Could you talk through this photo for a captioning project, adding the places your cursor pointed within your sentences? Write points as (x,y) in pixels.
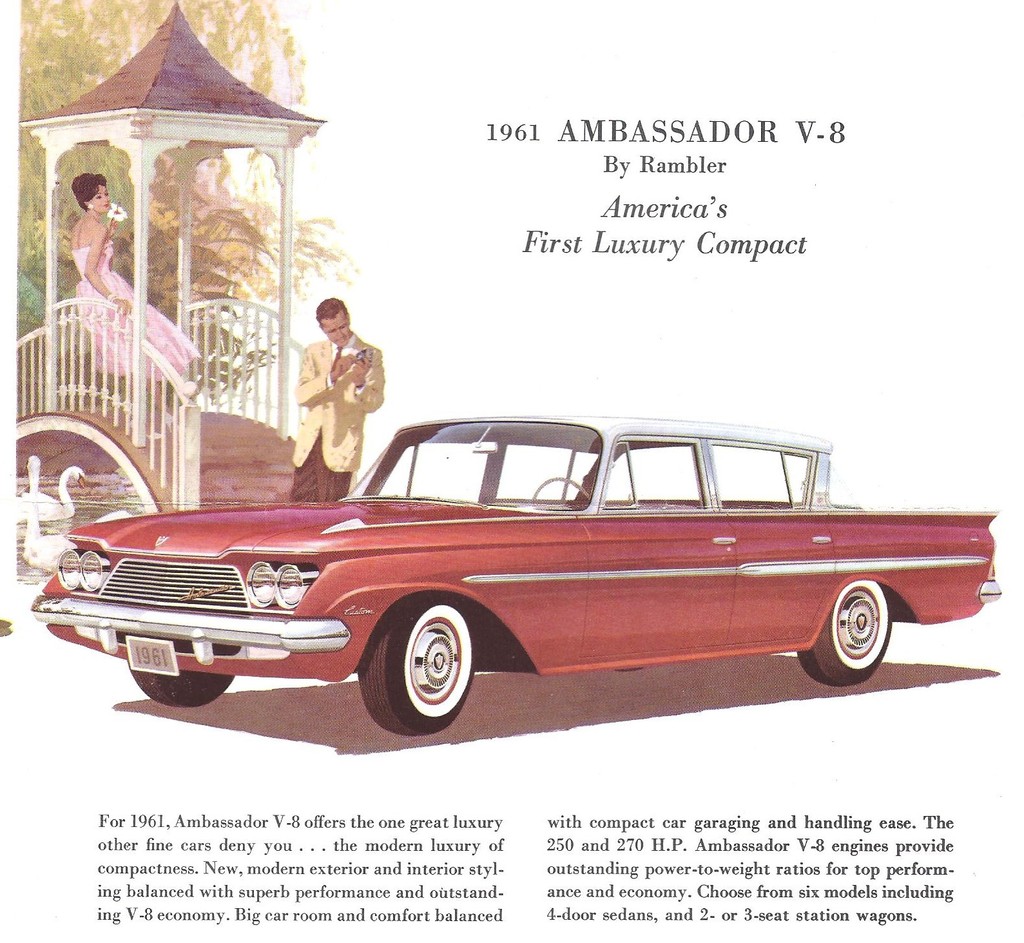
In the foreground of this poster, there is text (487,897), a car (722,611), a man (324,357) standing, a woman (126,318) sitting on the bridge (216,424) under which there are swans (64,541) on the water (83,501). In the background (87,43), there are trees (67,49).
